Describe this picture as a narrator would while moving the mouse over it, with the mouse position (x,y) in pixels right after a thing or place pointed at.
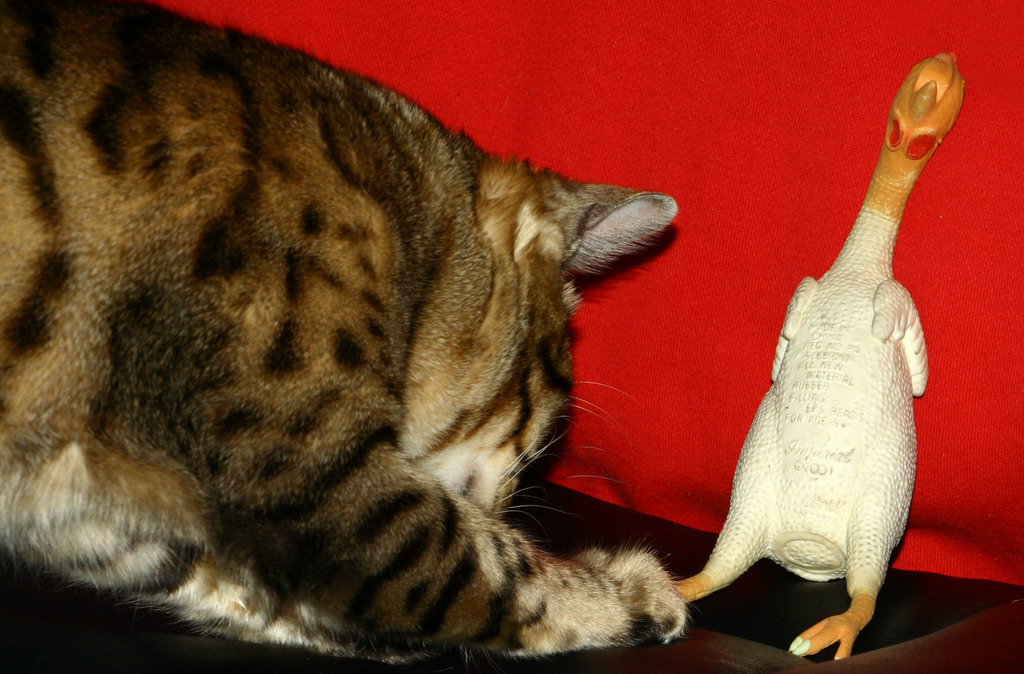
On the left side (319,252), there is a cat (298,253). On the right side (913,471), there is a doll (858,613). In the background (699,127), there is a red color sheet (775,14).
